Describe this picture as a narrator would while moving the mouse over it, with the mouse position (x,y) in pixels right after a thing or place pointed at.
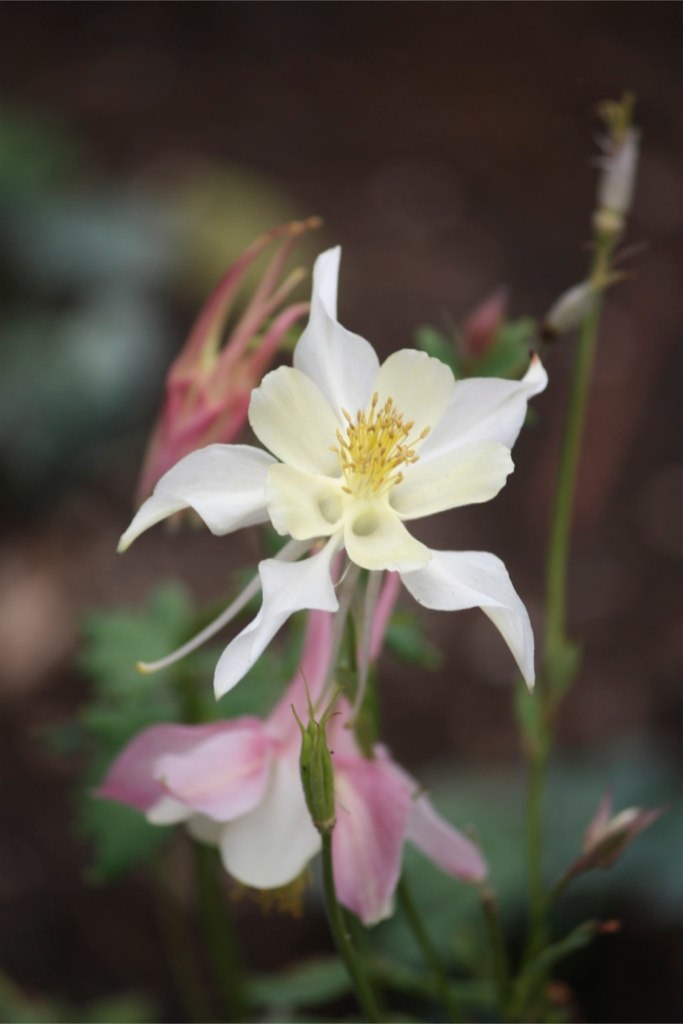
In this picture I can see a plant (315,679) with flowers (240,822) and buds (597,851), and there is blur background (166,52).
